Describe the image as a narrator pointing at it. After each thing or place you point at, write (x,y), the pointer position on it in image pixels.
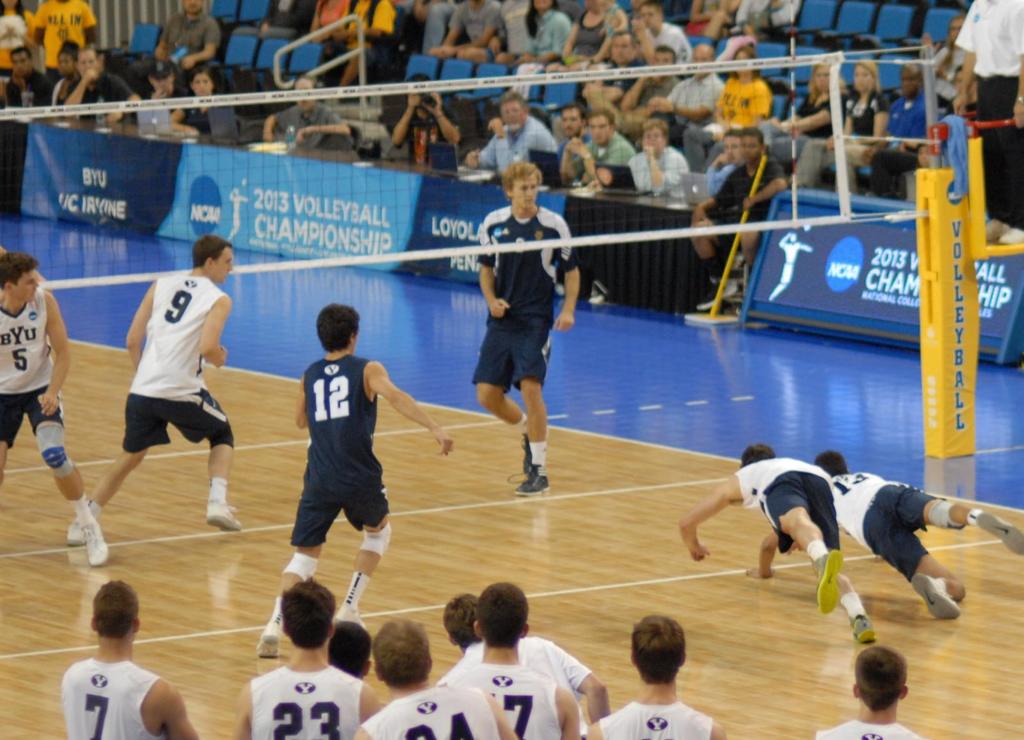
In this picture we can see a group of people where some are on the ground (587,360) and some are sitting on chairs (260,17), net (347,247), banners (236,237).
